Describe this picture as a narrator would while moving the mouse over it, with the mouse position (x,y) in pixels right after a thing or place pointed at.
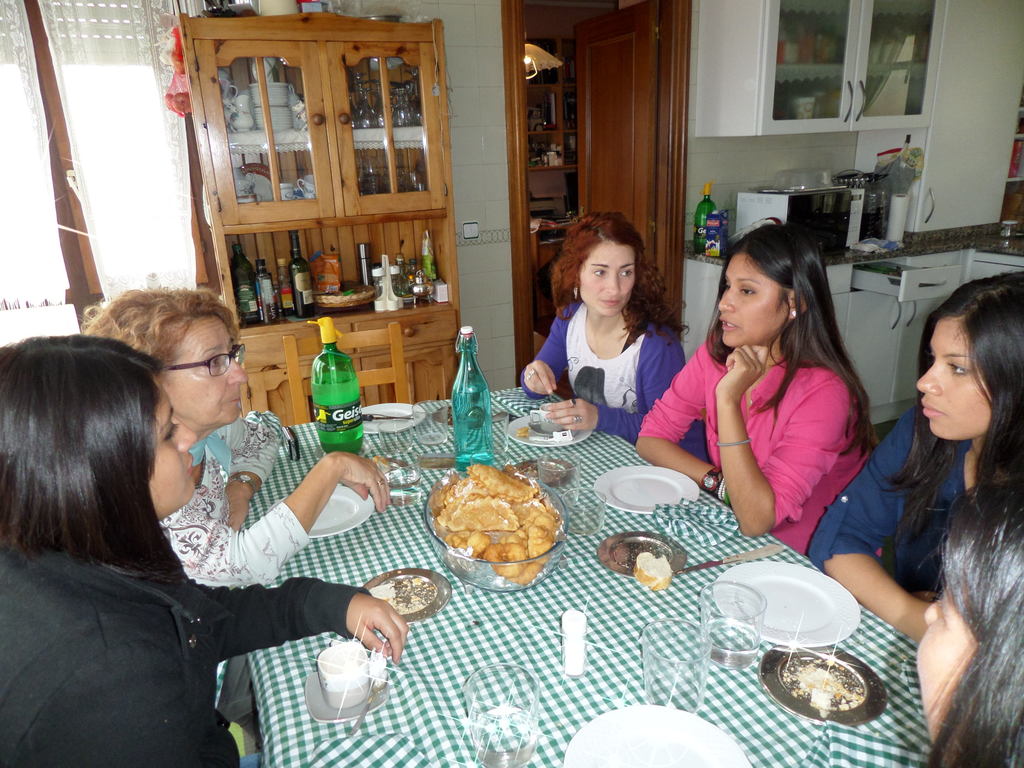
A group of ladies (378,481) sitting in a chair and there is a table (307,549) in front of them which has eatables (506,544) on it and there is a micro oven (816,219) behind them.
